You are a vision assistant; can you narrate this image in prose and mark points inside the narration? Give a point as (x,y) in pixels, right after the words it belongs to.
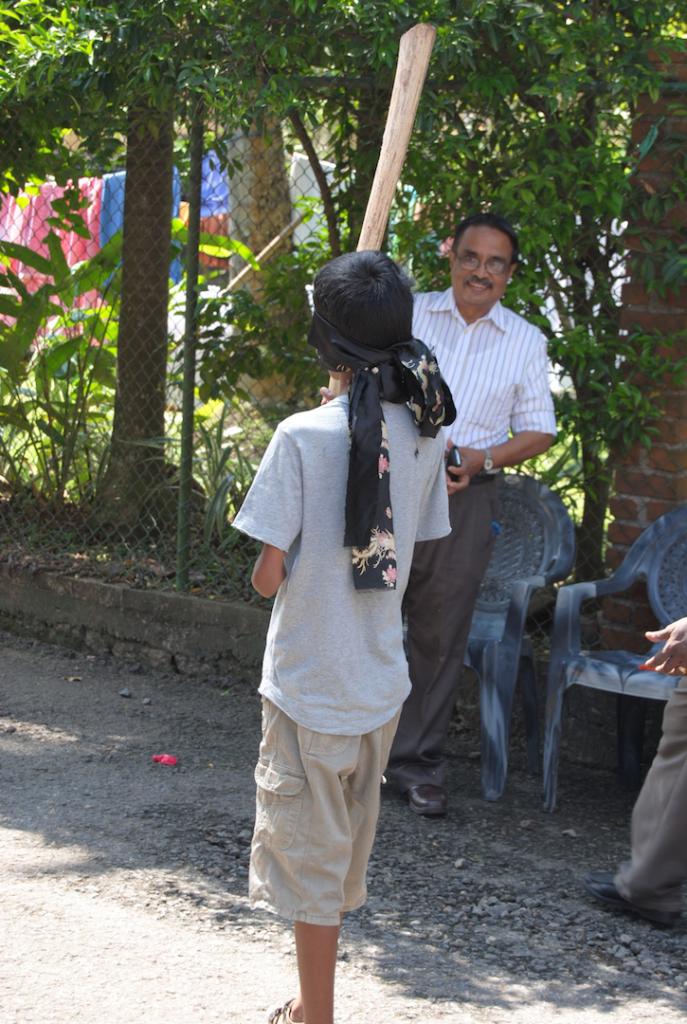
In this image in the center (436,429) there is one man (490,338) and one boy (388,391) who are standing and a boy (307,442) is holding a stick (332,388), and in the background (157,517) there are some trees (125,464) net (307,207) chairs (559,601) and some clothes (298,173). At the bottom (100,981) there is a road (495,877).
